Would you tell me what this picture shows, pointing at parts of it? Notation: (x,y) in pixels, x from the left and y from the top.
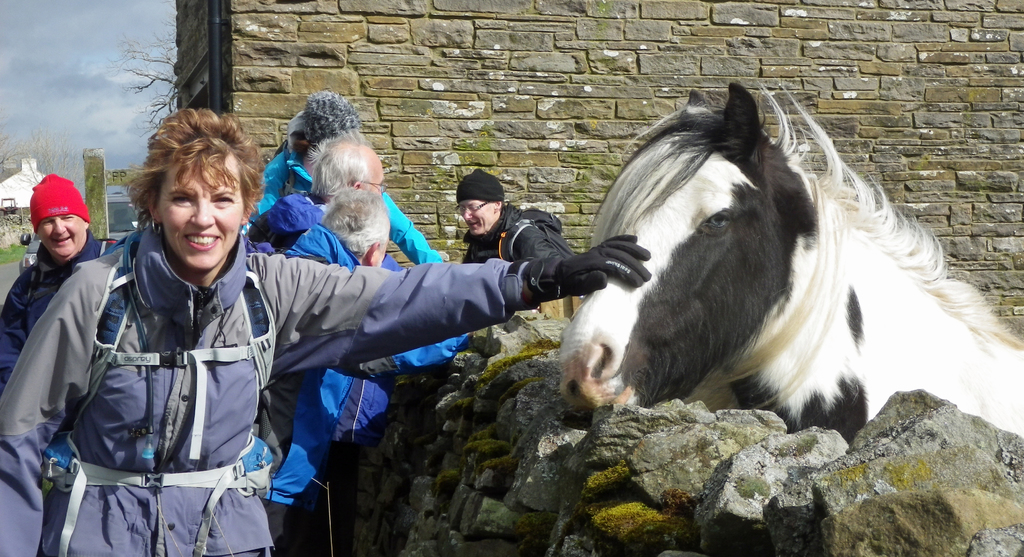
In this image I can see there are few persons (250,210) visible in front of the stone wall (514,396) on the left side (163,279) and there is a horse (642,169) and person (519,244) and wall (631,145) visible on the right side (965,135), in the top left (88,40) there is the sky (110,90) and tree (10,173), building (12,190) visible.
